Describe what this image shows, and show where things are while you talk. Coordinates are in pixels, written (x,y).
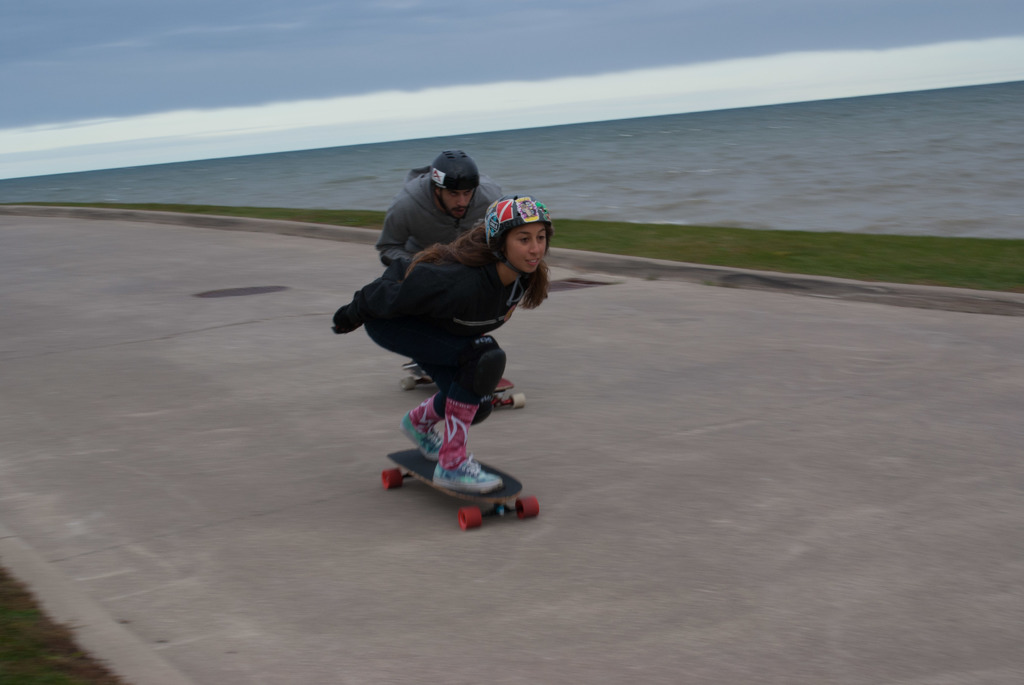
In this image there are two people (476,326) who are skating and they are wearing helmets (500,220), at the bottom (630,497) there is walkway (531,392) and grass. In the background (376,192) there is a river (710,148), at the top (151,86) there is sky (387,81).
